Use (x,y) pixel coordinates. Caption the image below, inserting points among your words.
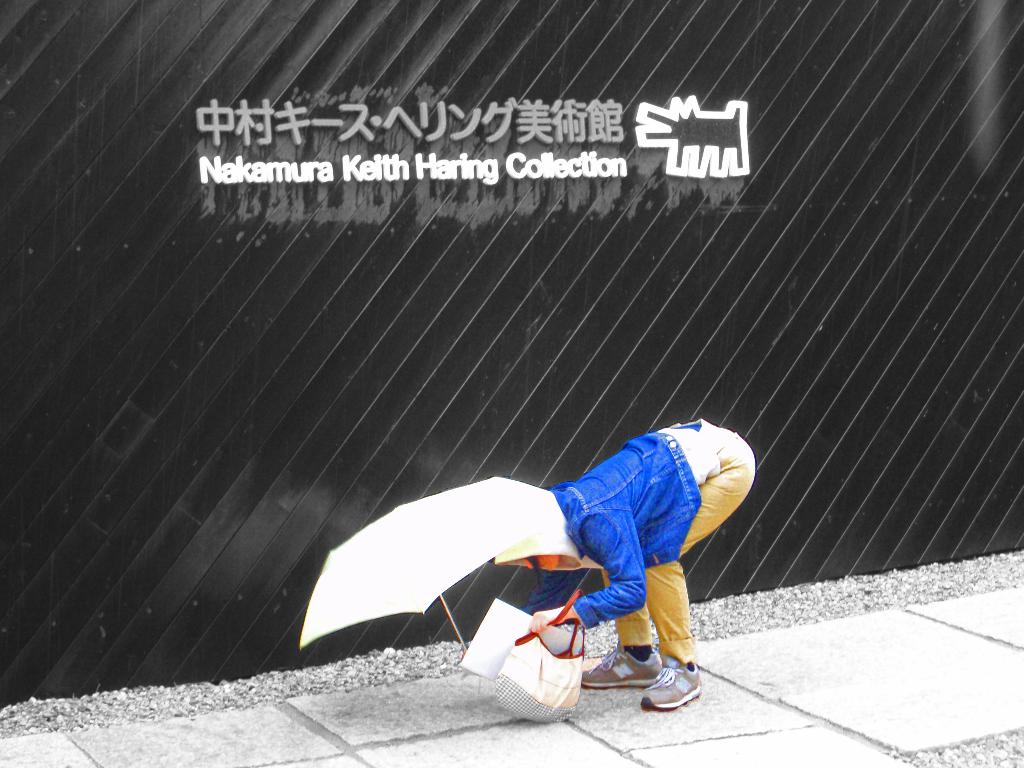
In the given image i can see a person (601,490) holding an object's (575,621) and in the background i can see a text (557,170) written on it.
